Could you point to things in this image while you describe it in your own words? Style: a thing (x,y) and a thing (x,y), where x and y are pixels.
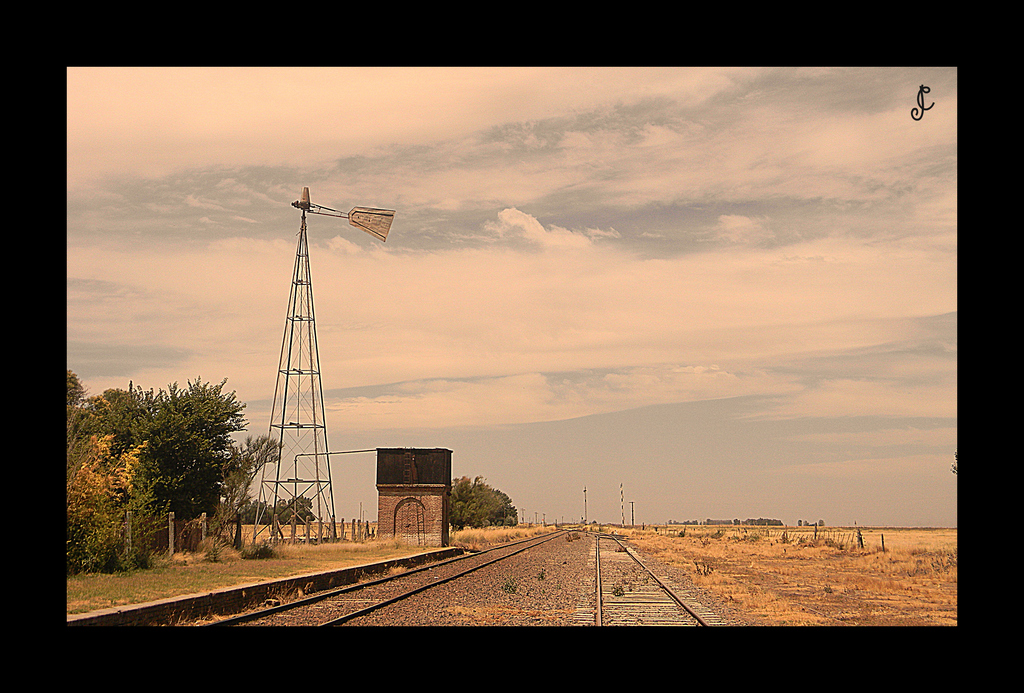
This is a photo and in the center of the image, we can see tracks (637,611) and in the background (330,466), there are poles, trees (305,499), a tower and a shed (433,522). At the bottom (759,562), there is ground (746,537) and at the top (594,165), there are clouds (533,278) in the sky (533,278).
